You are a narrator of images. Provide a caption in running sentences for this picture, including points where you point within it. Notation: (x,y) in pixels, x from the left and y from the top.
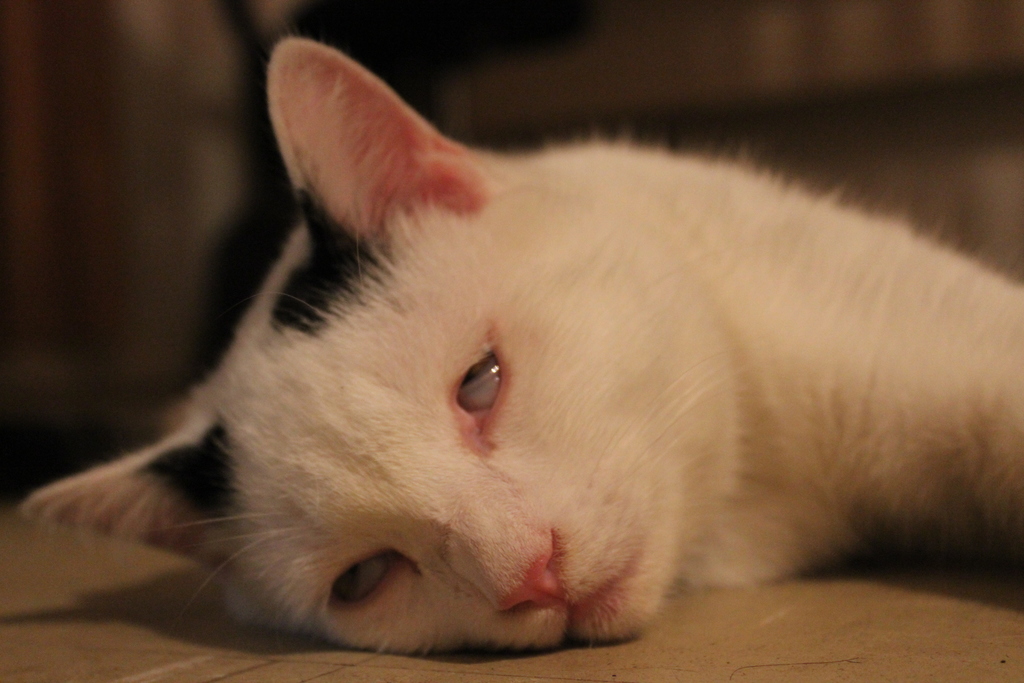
In this image we can see a cat (455,392) lying on a surface (175,579). In the background (696,21) it is blur.
